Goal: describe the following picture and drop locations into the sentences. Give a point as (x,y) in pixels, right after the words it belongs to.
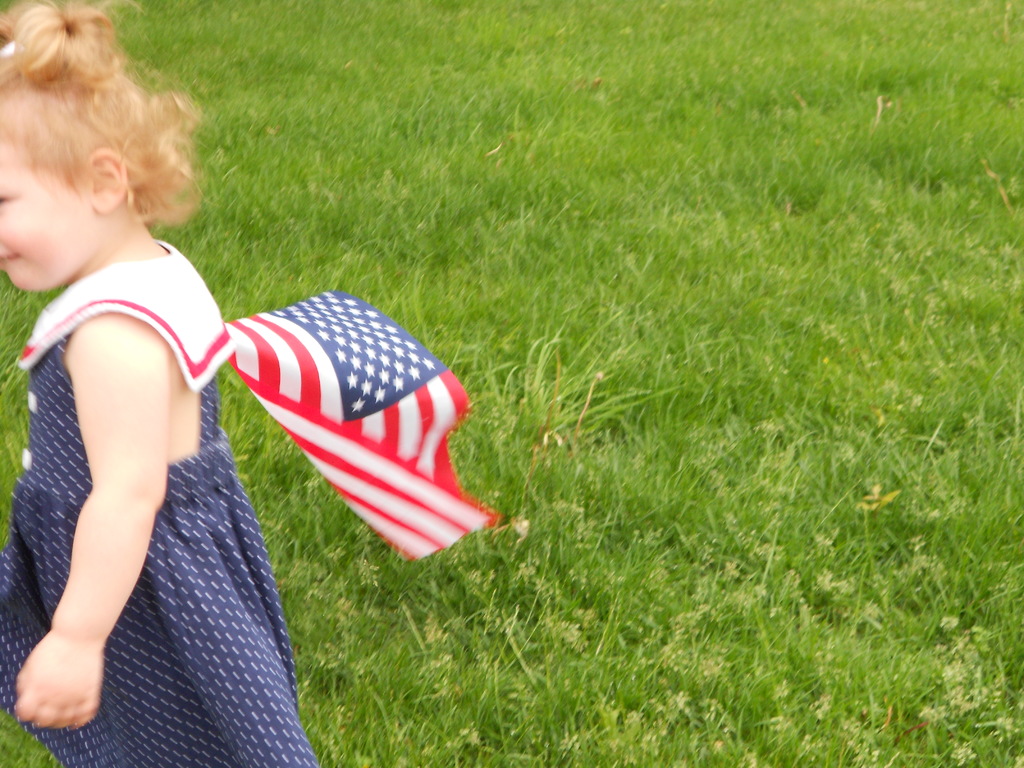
In this image I can see the grass (770,311). On the left side (156,470) I can see a kid (135,551) holding the flag (356,400).
